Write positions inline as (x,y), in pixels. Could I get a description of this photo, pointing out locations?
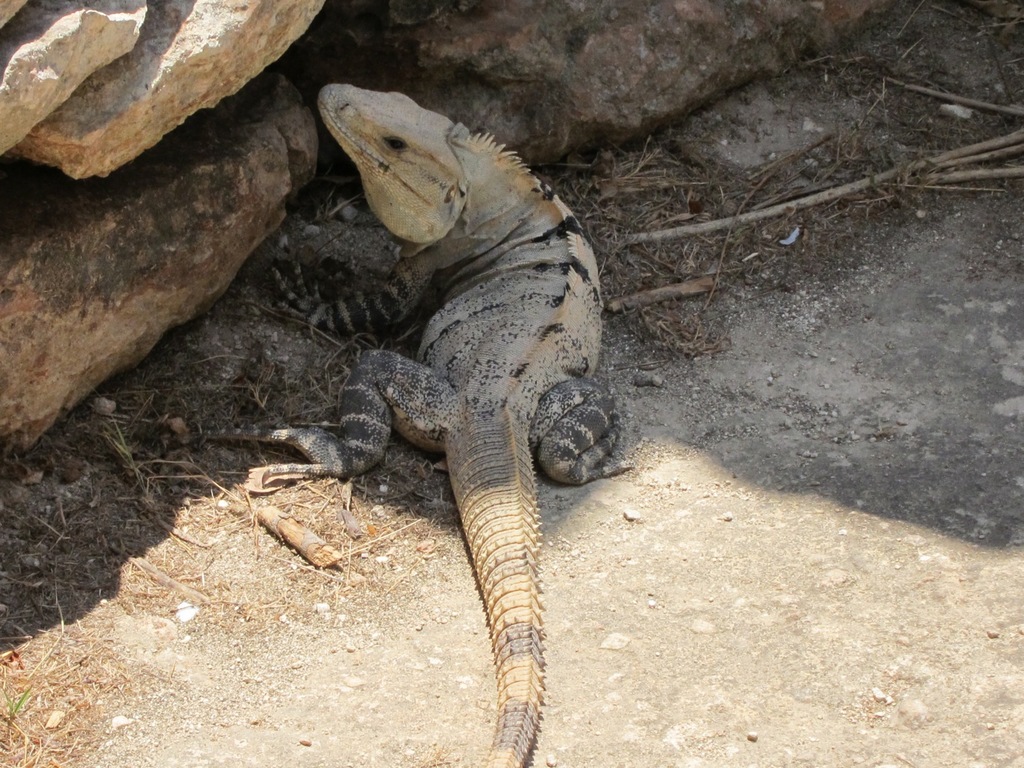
In this image we can see an animal (492,195) on the ground (623,641). Here we can see dust (859,123) and rocks (190,97).
